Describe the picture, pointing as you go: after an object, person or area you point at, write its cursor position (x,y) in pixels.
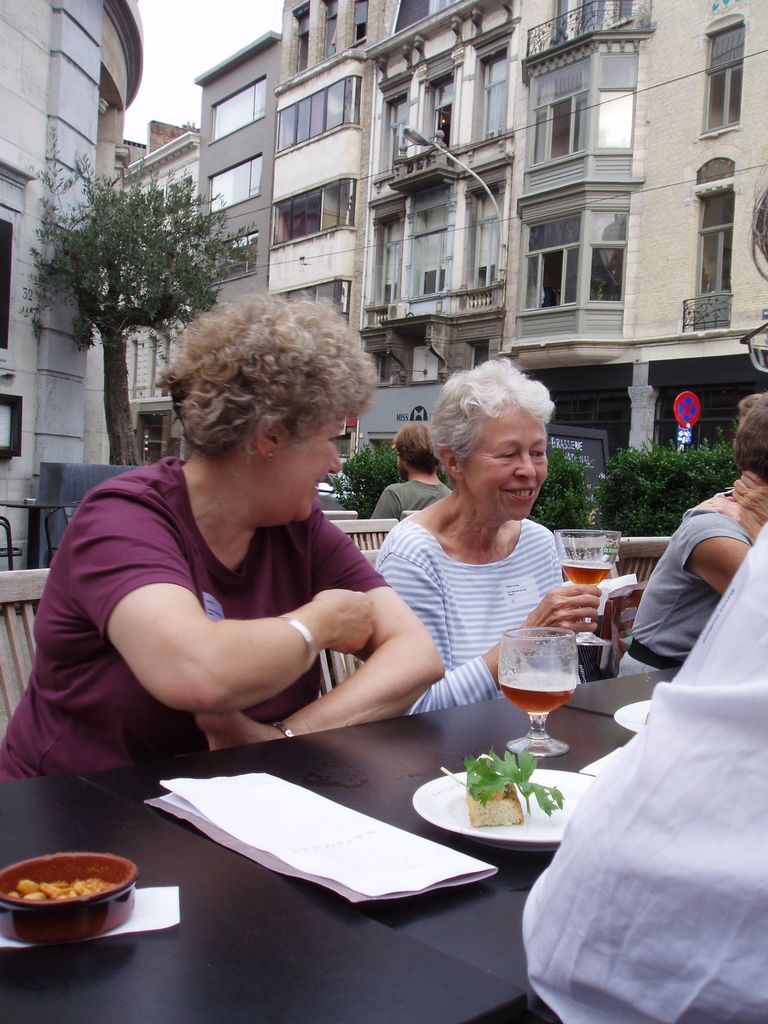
Here we can see two persons (364,618) are sitting on the chairs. This is table (371,933). On the table (502,851) there is a plate (548,833), glass (547,704), papers (345,825), and a bowl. In the background (305,278) we can see buildings (589,250). These are the plants (718,489) and there is a tree (144,233). And this is sky (200,45).
